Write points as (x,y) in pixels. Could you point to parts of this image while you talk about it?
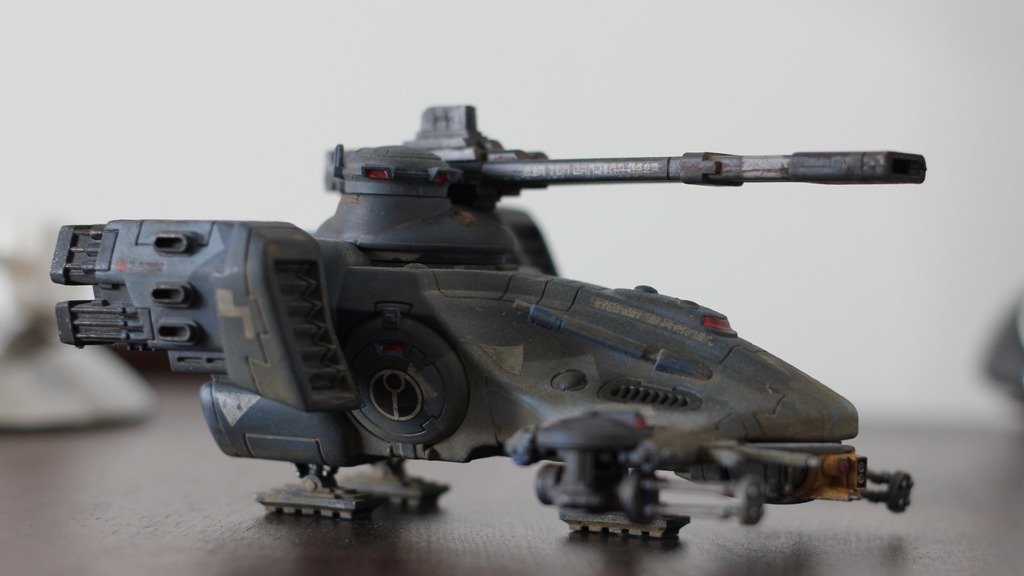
In the image in the center (501,378), we can see one toy (455,372), which is in black color. In the background (115,91) there is a wall (576,148).
